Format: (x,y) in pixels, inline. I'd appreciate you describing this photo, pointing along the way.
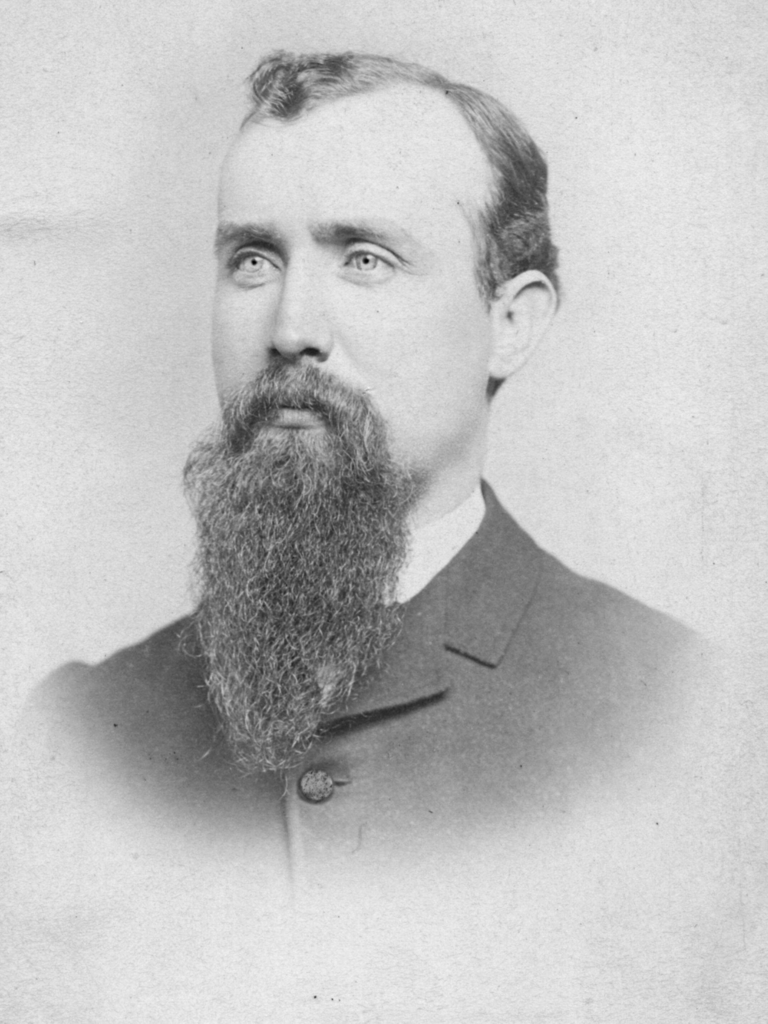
Black and white picture of a man (267,791).
